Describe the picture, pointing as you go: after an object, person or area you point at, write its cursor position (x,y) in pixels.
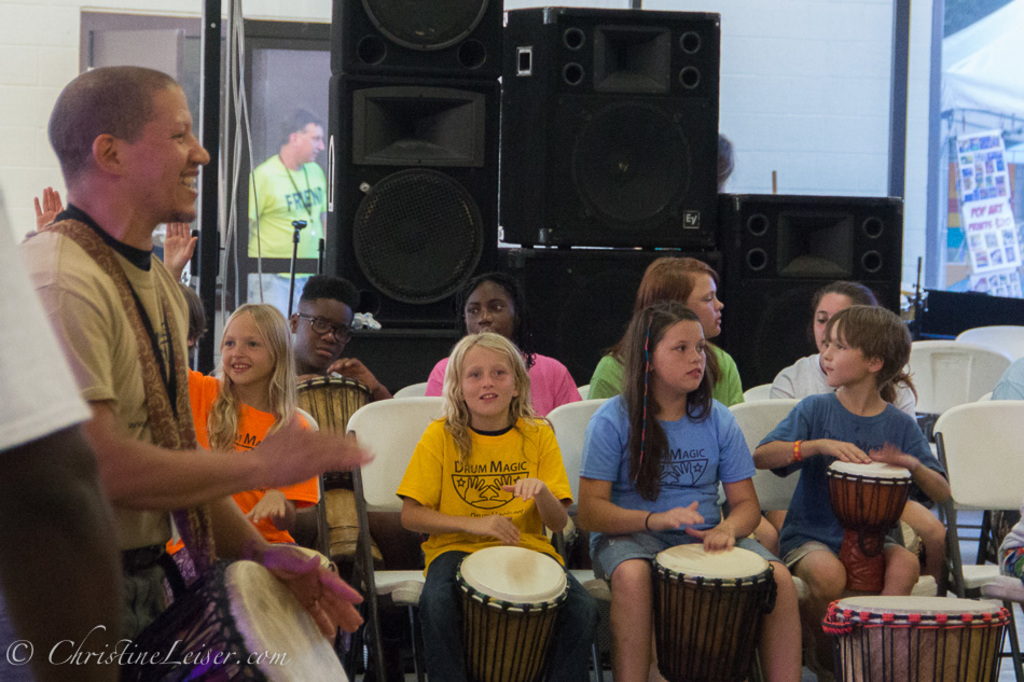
Here in this picture on the left side (85,400) we can see a person (197,469) playing drum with the help of hands (283,440) and smiling and beside him we can see some people (488,501) sitting on chairs (971,449) and they are also carrying drums (503,594) and playing drums (540,586) and we can see other number of people (358,373) sitting on chairs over there and behind them we can see speakers (394,154) present over there and outside we can see other person (299,217) standing over there.
